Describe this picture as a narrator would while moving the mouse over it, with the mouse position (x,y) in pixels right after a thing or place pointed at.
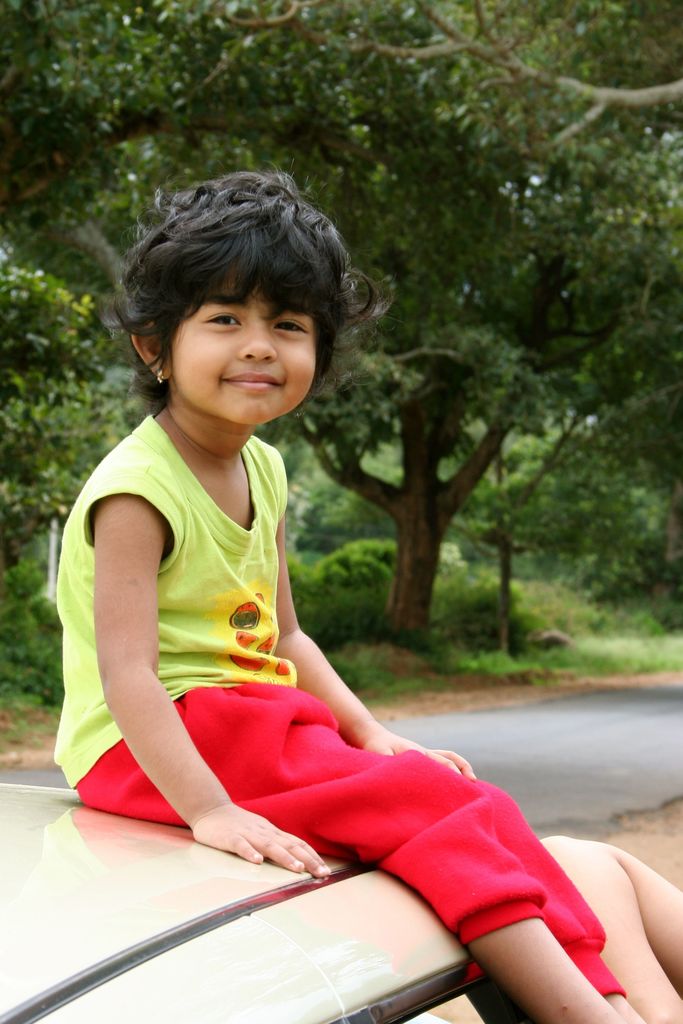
Here I can see a girl (217,528) wearing t-shirt (206,604) and sitting on the car (275,940). The girl (187,473) is smiling and giving pose for the picture. In the bottom right (612,904), I can see a person's leg (605,898). In the background (547,721), I can see the road (571,714) and many trees (449,211).
